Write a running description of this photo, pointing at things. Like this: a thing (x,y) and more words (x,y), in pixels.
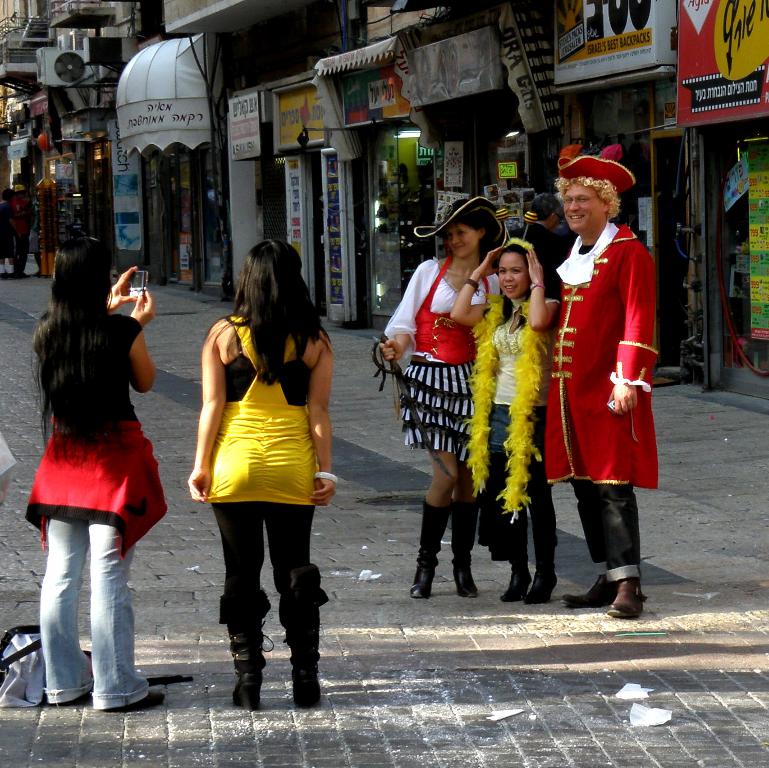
In this picture there are people (428,360) those who are standing on the right side of the image (534,278), it seems to be they are wearing costumes (457,333) and there is a girl (127,342) on the left side of the image (113,317), she is taking a photograph and there is another girl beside her, there are shops (421,112), posters (566,73), and other people (10,209) in the background area of the image (393,191).
